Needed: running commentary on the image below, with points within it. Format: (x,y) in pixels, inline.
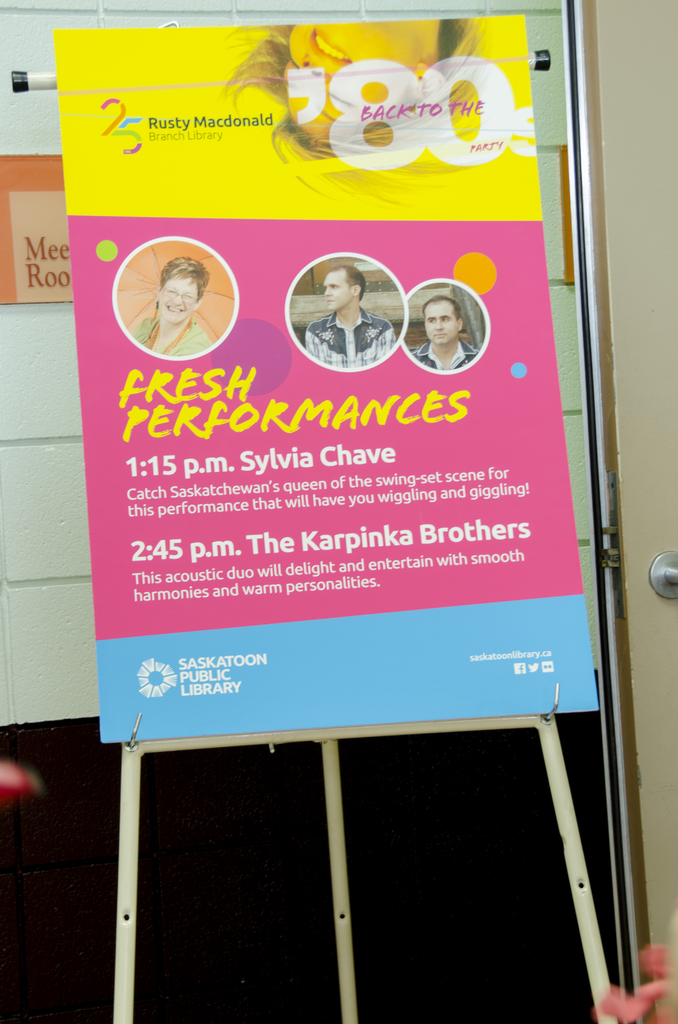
In this image I see the white stand (340,852) on which there is a board (253,179) and I see something is written and I see 3 pictures (291,321) of persons (165,304) and it is dark over here and I see something is written over here too.
